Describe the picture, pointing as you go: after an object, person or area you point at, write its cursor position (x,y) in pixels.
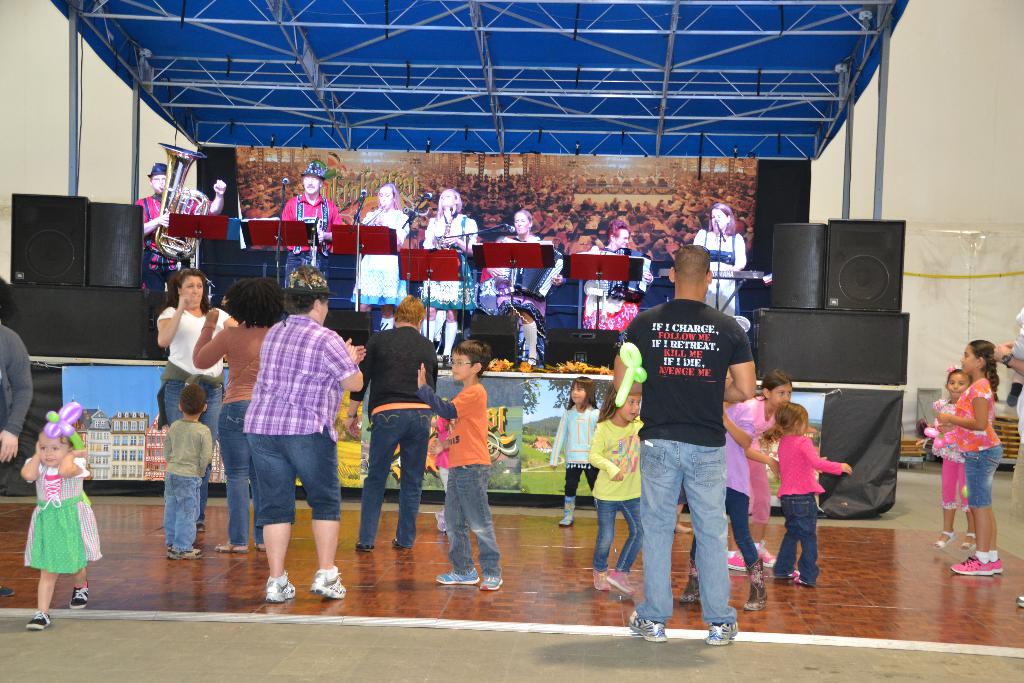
In this image I can see the brown colored floor (407,595) and number of persons (764,486) are standing on it. I can see number of persons (662,404), the stage (593,356), few persons (293,252) on the stage (266,256), few microphones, few speakers (103,282), few banners (358,177), few metal rods (70,110) and the cream colored wall (20,117).
